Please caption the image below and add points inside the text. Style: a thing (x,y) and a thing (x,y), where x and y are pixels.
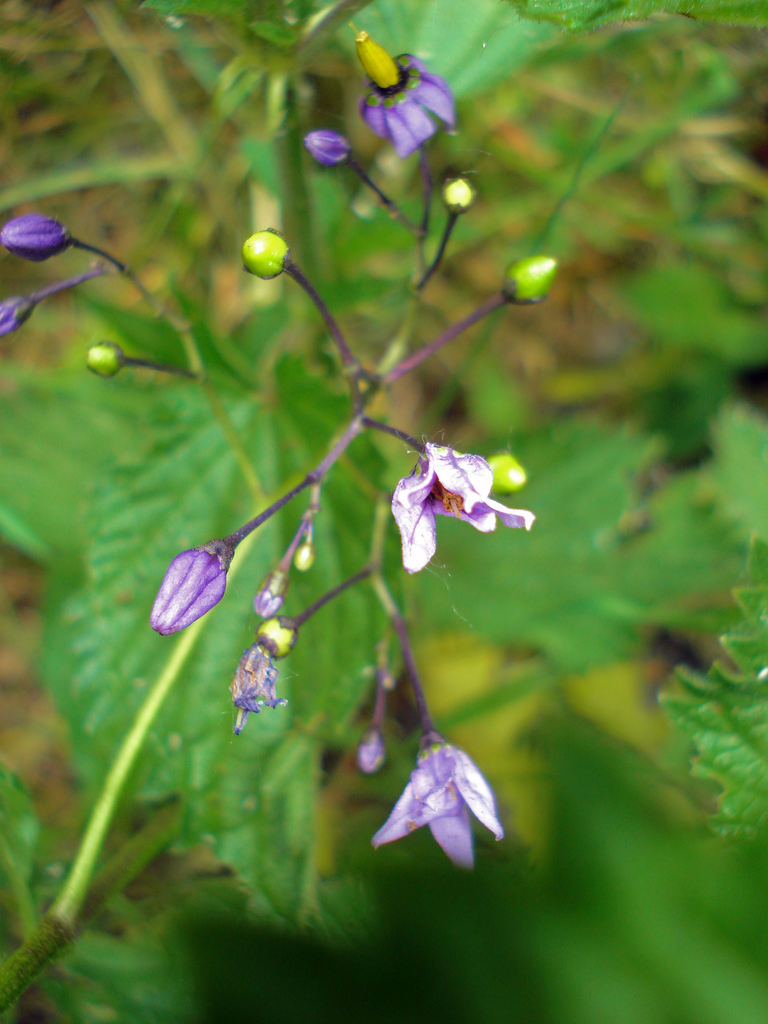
In this image we can see a plant (215,556) with flower (440,792) and buds (211,584).
